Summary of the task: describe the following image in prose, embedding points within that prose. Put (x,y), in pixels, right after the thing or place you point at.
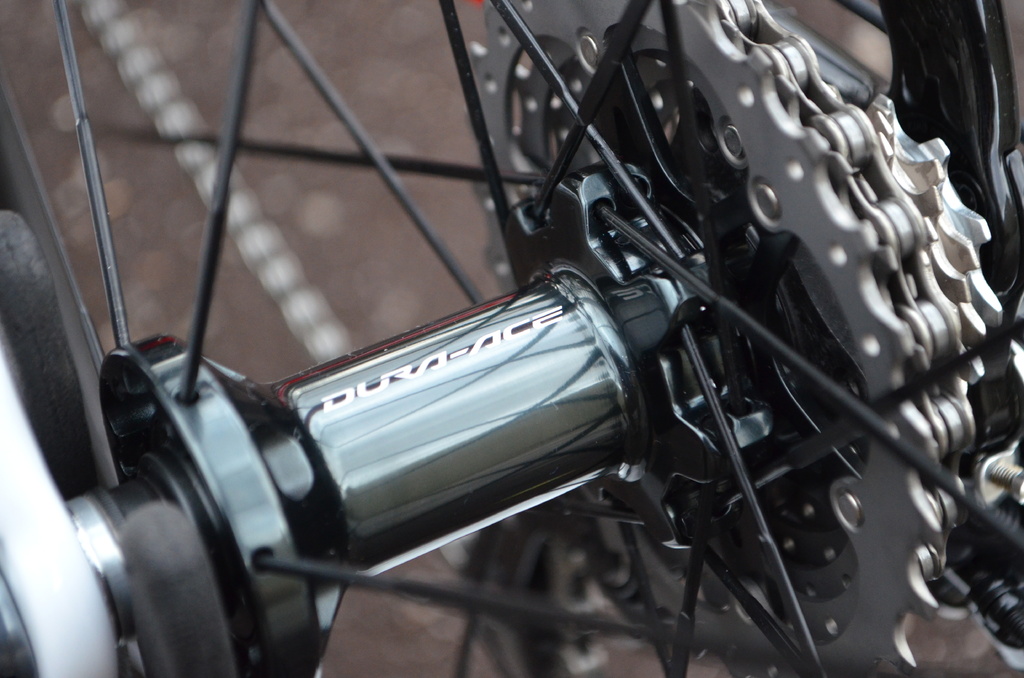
In this picture I can observe gear plates (838,232) of a vehicle (787,259). It is looking like a wheel (227,483) of a bicycle (395,181). The background (358,64) is blurred.
